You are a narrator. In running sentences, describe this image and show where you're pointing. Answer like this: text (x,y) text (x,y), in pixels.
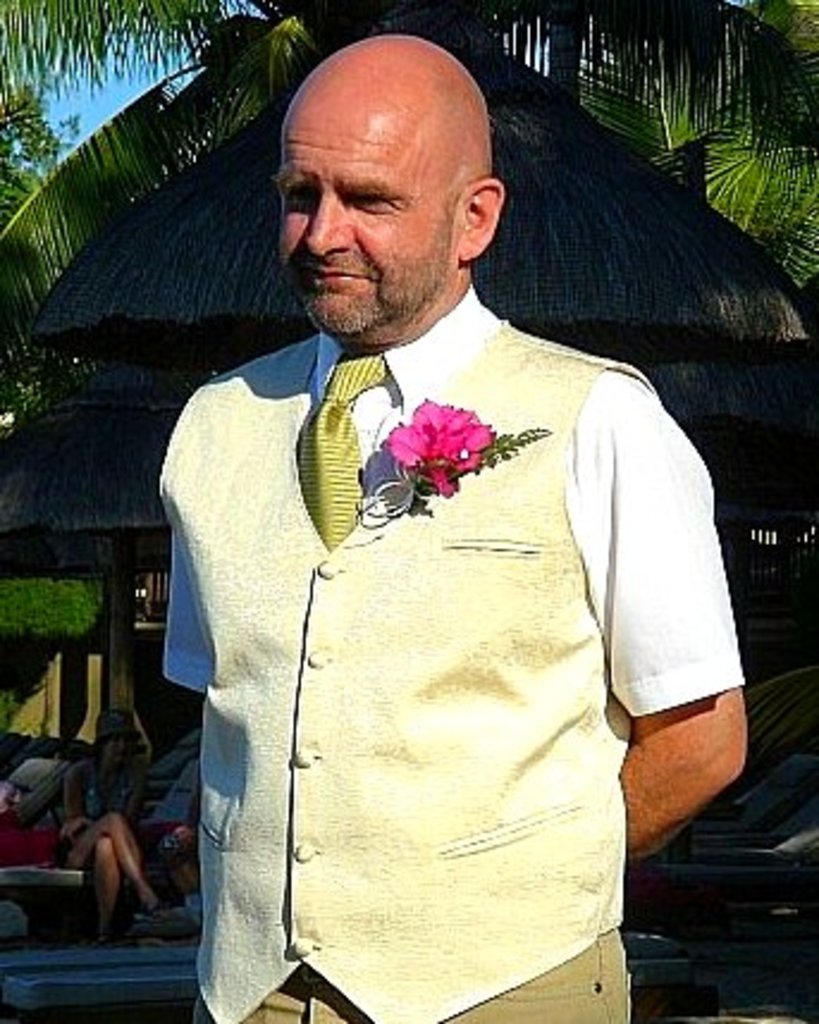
In the picture I can see a man (203,979) in the middle of the image (279,371). He is wearing a suit (406,595) and a tie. I can see a flower (426,466) on his suit (510,381). I can see a woman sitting on the deck chair (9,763) and she is on the bottom left side (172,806). In the background (167,232), I can see a hut house (220,218) and trees (22,23). I can see the wooden fence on the right side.
